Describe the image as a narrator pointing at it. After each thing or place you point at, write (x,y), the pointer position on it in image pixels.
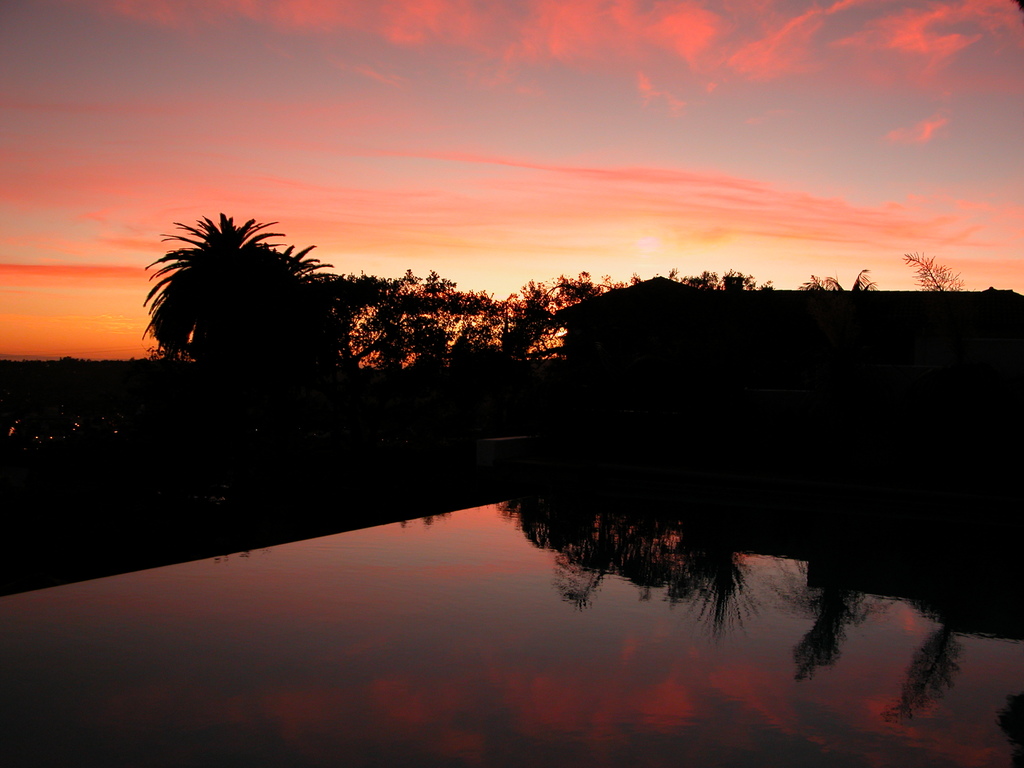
I think this picture was taken at the sunset. This is the water (372,641). These are the trees (457,348). This looks like a house (745,328). I can see the reflection (632,523) of the trees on the water (494,641). These are the clouds (544,28) in the sky (707,128).
